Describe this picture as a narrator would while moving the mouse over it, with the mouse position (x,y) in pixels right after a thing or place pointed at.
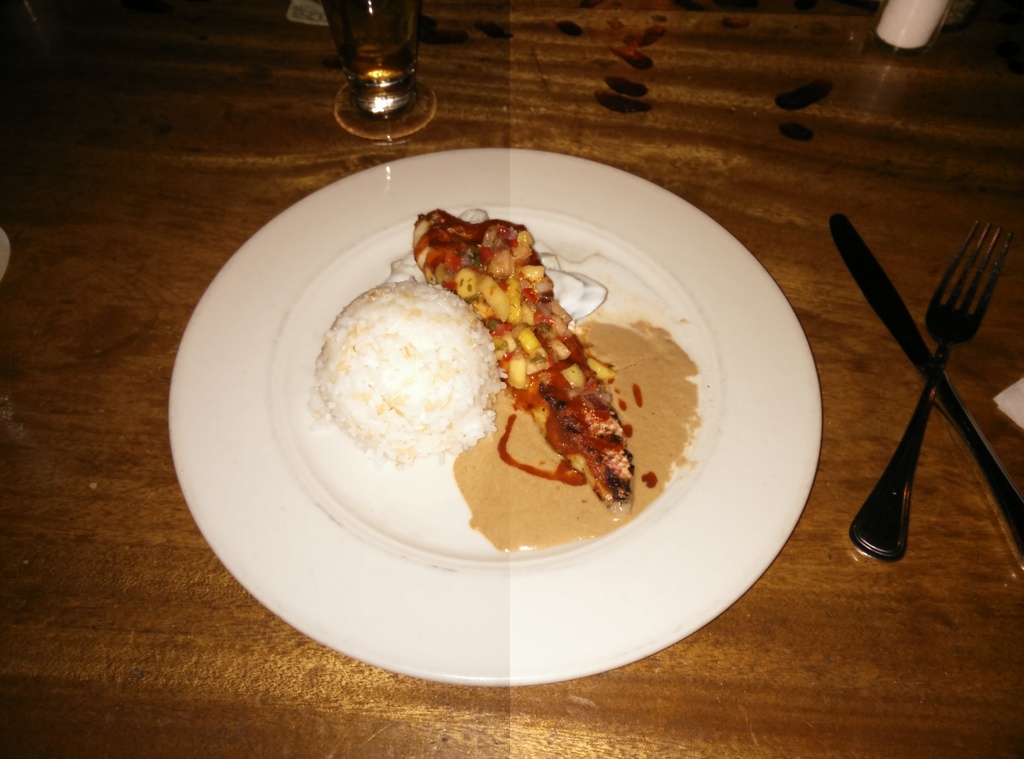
In this picture we can see food (467,473) on a white plate (588,193), fork (948,320), knife (850,226), glass (378,30), some objects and these all are placed on the wooden surface (344,165).
